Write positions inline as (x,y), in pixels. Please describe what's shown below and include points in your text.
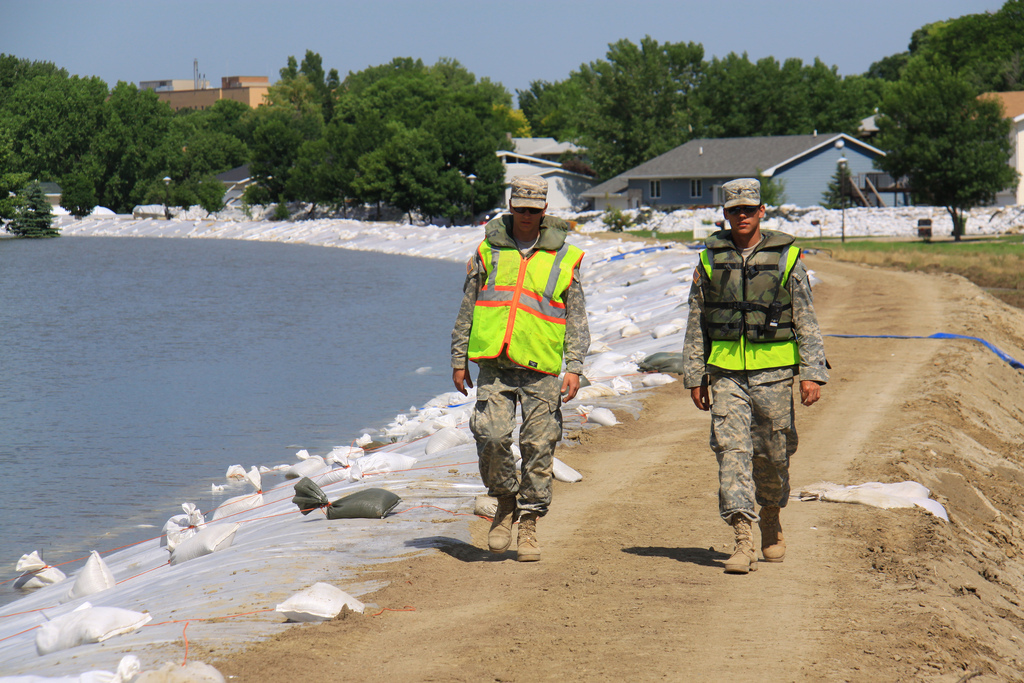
In this image we can see a lake (169,353). There are many trees (249,131) in the image. There are few houses (833,171) and a building (227,93) in the image. There are two persons (742,320) walking. There are many objects (646,352) placed aside of a lake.
